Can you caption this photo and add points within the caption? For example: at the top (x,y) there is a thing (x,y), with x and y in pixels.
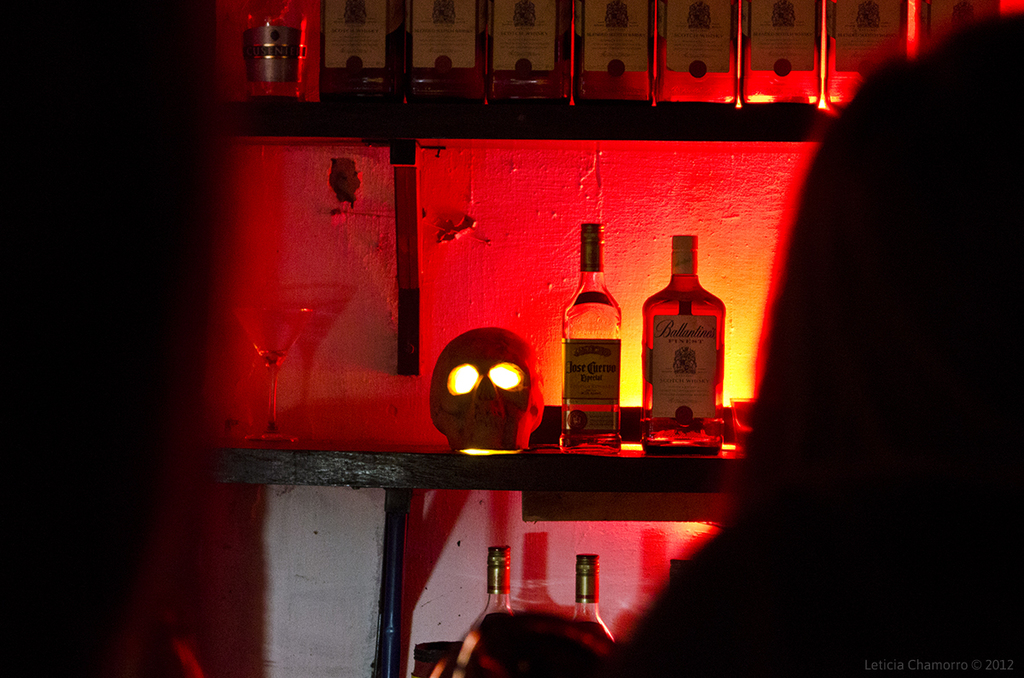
In this picture i could see two drink bottles (671,361) which are closed with the lids (679,255) and a skull (444,377) placed on the table (327,467) under the table (656,482) also there are two bottles (590,577) and up on the table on the shelf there are some bottles (346,56) arranged in a row.
